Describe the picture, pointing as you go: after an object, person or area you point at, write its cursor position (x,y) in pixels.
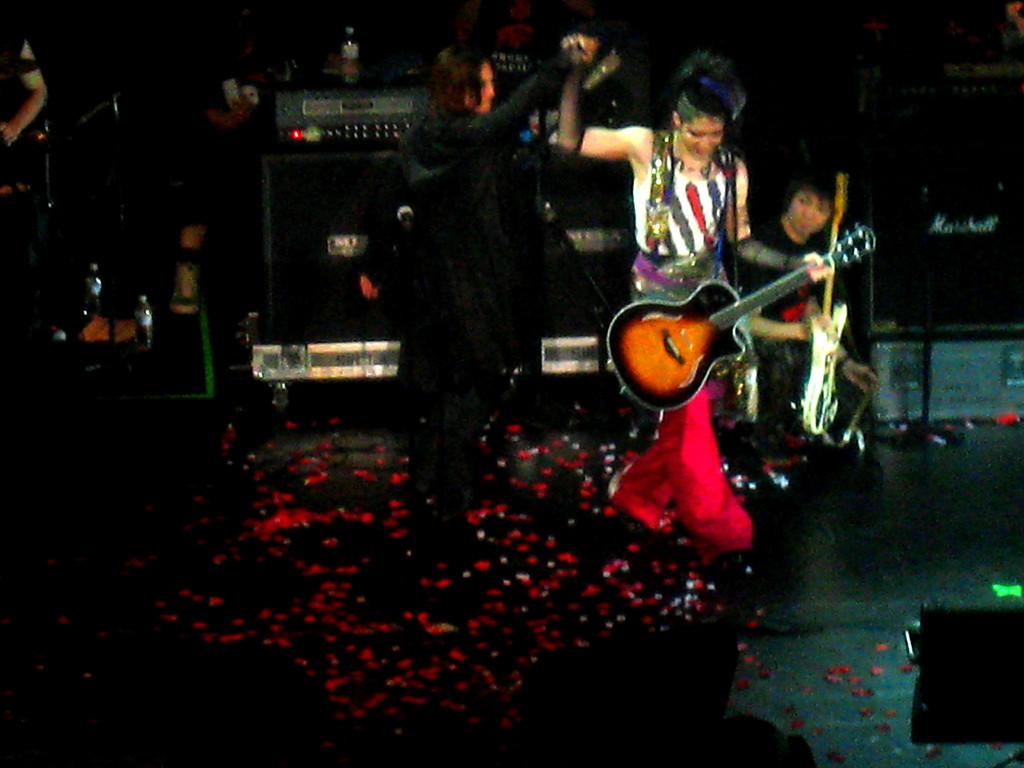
In this image i can see a man (651,176) and a woman (458,203), a man (682,250) holding a musical instrument (701,373) and dancing at the back ground (333,127) i can see some musical instrument (330,94).
